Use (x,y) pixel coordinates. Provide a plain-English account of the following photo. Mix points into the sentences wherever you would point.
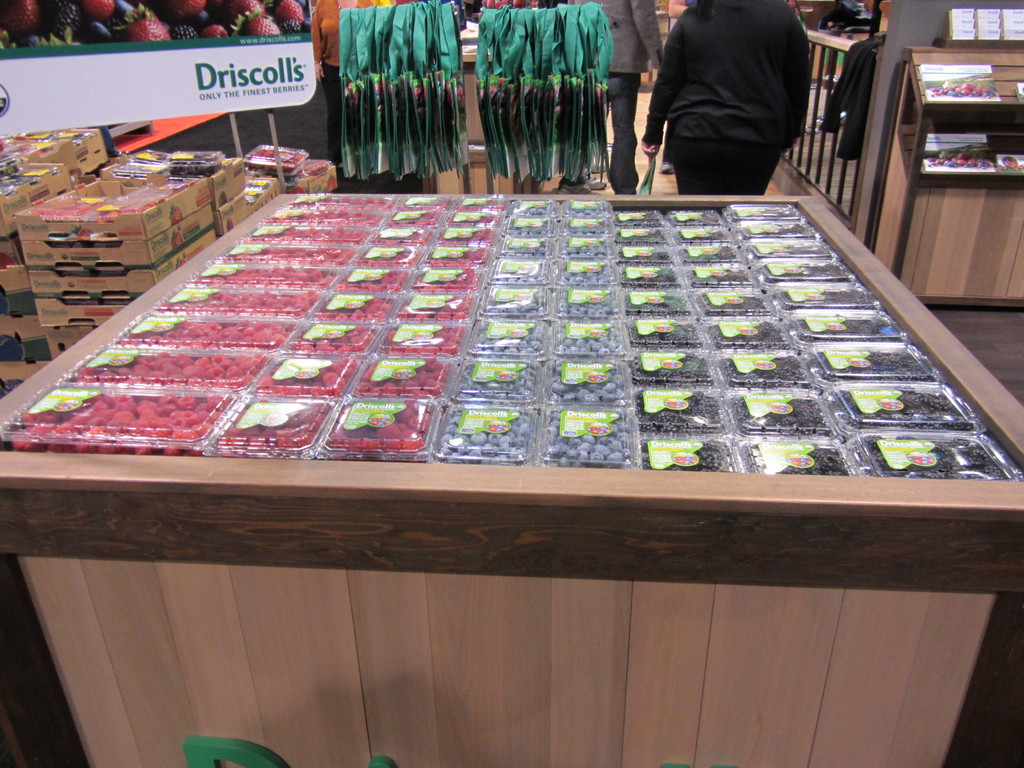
Here we can see food items (466,381) packed in boxes (563,343) on the table (368,737). In the background (40,203) there are three persons (315,49) standing on the floor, cloths (557,67), food items (73,209) packed in boxes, carton boxes (31,237). On the right (940,59) there is a fence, table stand (949,178). We can also see a hoarding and this is floor (997,357).
